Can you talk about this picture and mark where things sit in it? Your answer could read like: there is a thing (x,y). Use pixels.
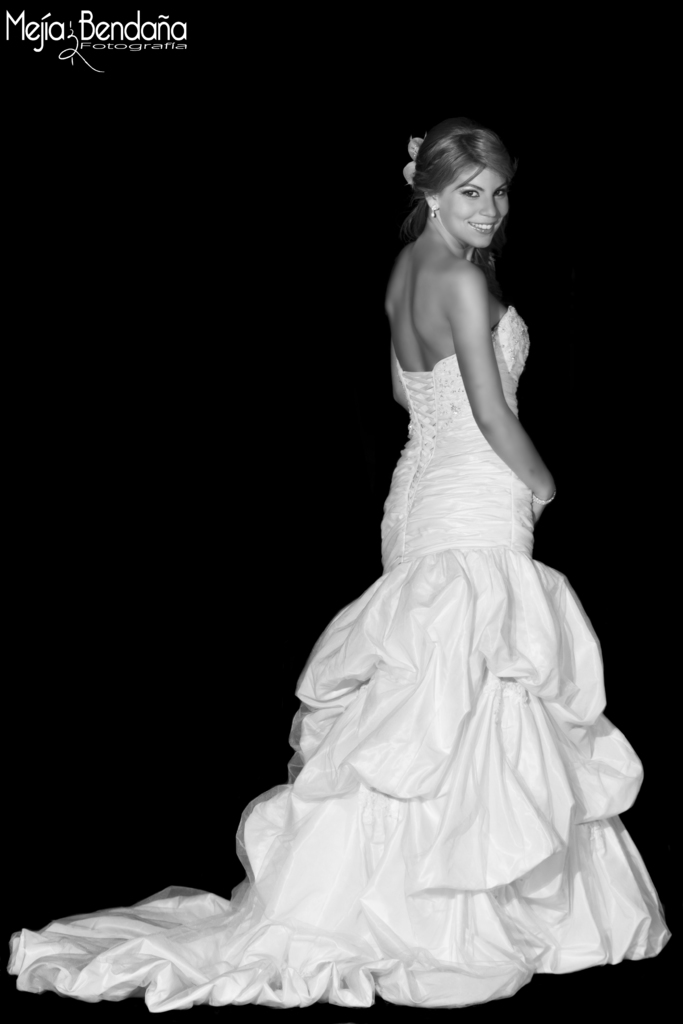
In this picture I can see a woman (471,617) wearing a wedding dress (451,575).
